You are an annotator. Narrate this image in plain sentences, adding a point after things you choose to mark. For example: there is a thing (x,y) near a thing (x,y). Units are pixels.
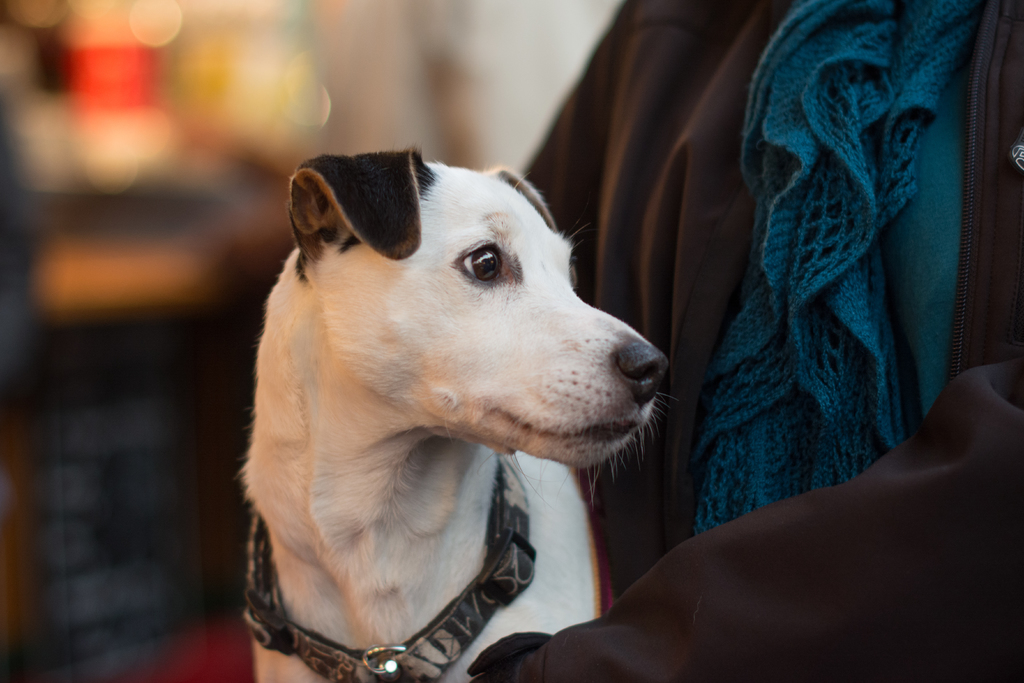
There is a dog (429,490) with belt (426,642), beside this dog (429,596) we can see cloth (686,248). In the background (110,478) it is blur.
